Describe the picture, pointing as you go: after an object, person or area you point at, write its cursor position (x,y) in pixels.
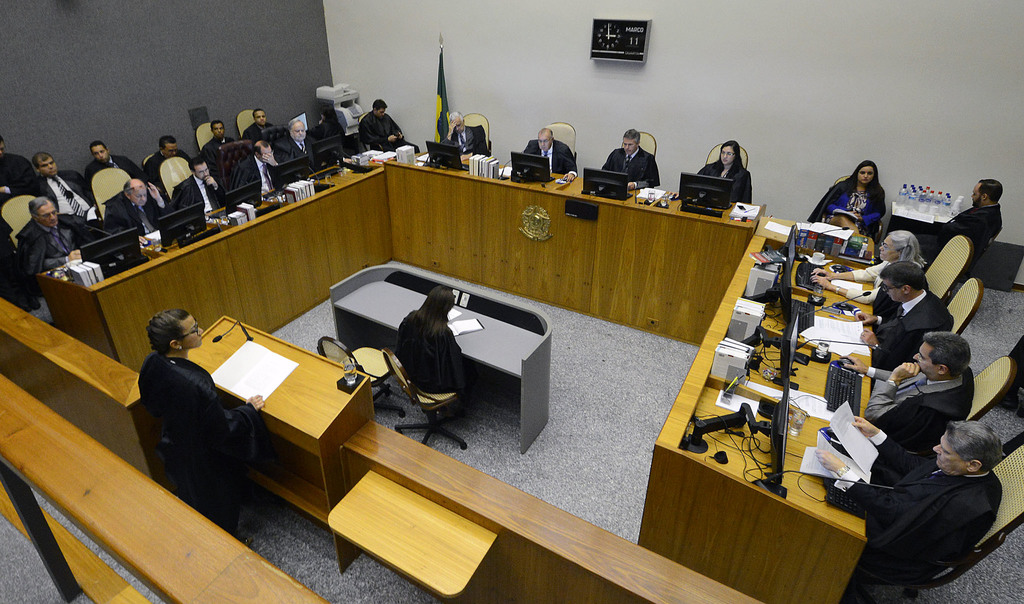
in the image we can see group of persons (332,132) were sitting on the chair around the table (680,252). On table (675,202) we can see monitors (600,179), books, mouse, papers (786,230), glass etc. And on the left (191,406) we can see one woman (195,402) standing in front (246,336) we can see microphone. And coming to back there is a wall (798,81) and clock (633,29) and table (923,210) on table (896,204) few water bottles (904,193).
